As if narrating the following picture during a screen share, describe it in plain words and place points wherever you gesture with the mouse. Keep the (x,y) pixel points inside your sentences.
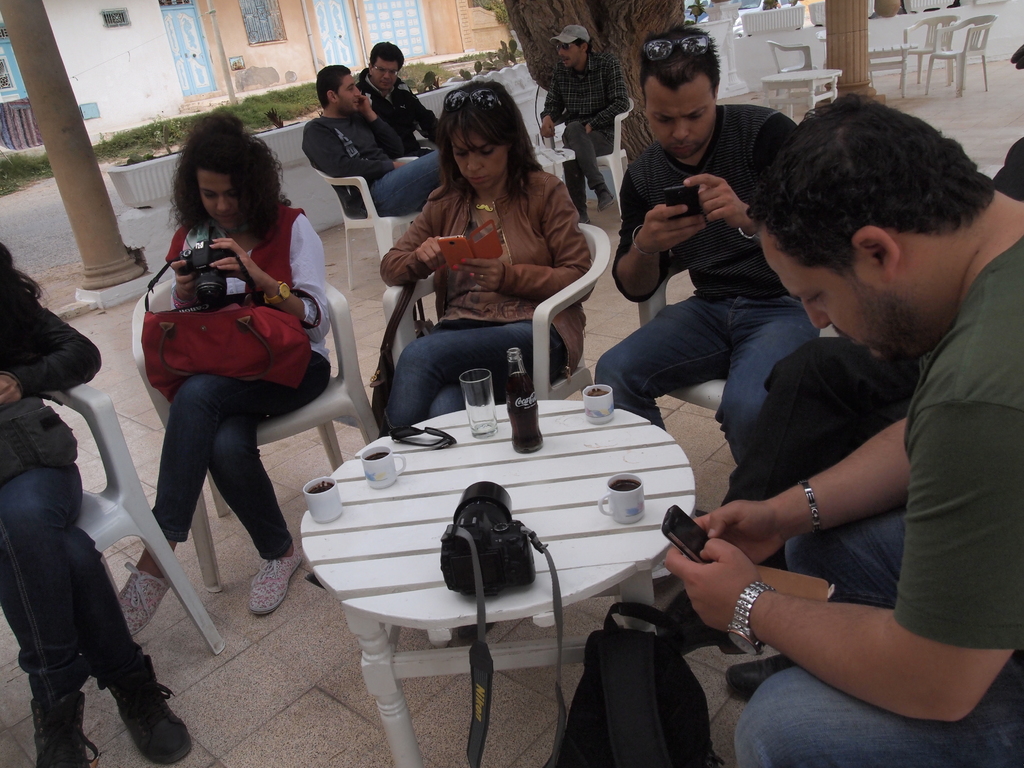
In the middle of the image (424,451) we can see a table (519,476), on the table (511,486) there are some cups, glass (484,393), bottle (513,390), camera (445,542) and glasses (395,438). Surrounding the table (500,477) few people (452,401) are sitting and holding some mobile phones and bags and cameras (212,257). Behind them few people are sitting and there are some chairs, tables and plants (265,122). At the top of the image (103,76) there is a building (4,64) and poles (854,21).
